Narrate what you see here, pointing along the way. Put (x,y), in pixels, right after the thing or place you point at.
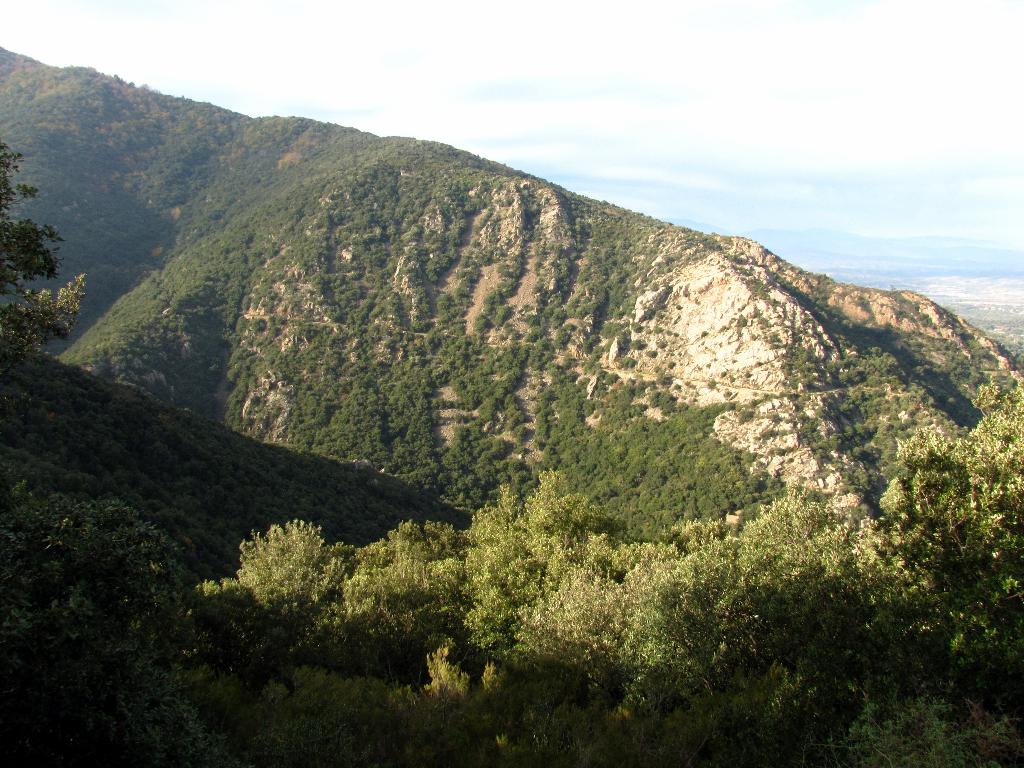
In the foreground of this image (499,509), there is greenery (340,475) on the mountains (281,480). In the background (950,297), there is land (974,282), mountains (842,235) and the sky (445,25).
